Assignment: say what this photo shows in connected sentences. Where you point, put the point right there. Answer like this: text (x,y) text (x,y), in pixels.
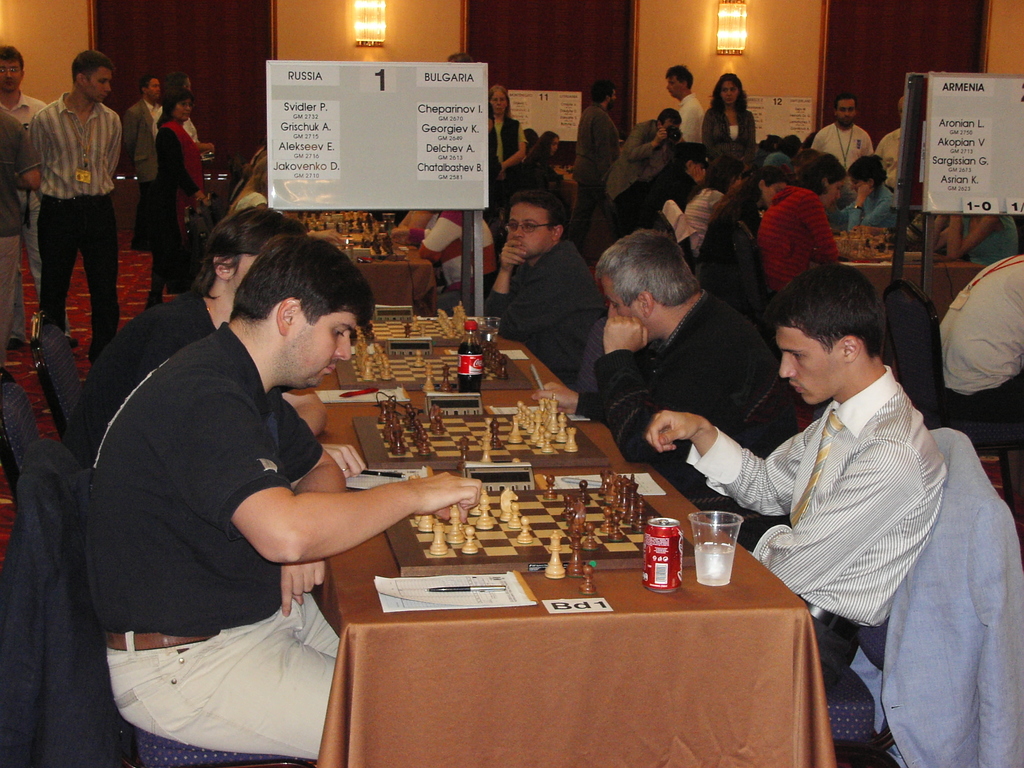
Here we can see a group of people (262,279) sitting on chairs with tables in front of them having chess boards (433,520) and they are playing chess and there are coke cans (648,558) and glasses (701,570) present on the table (639,568) and we can see some people (180,89) standing here and there, there are name boards (438,140) present in front of them and there are lights (728,10) present.
